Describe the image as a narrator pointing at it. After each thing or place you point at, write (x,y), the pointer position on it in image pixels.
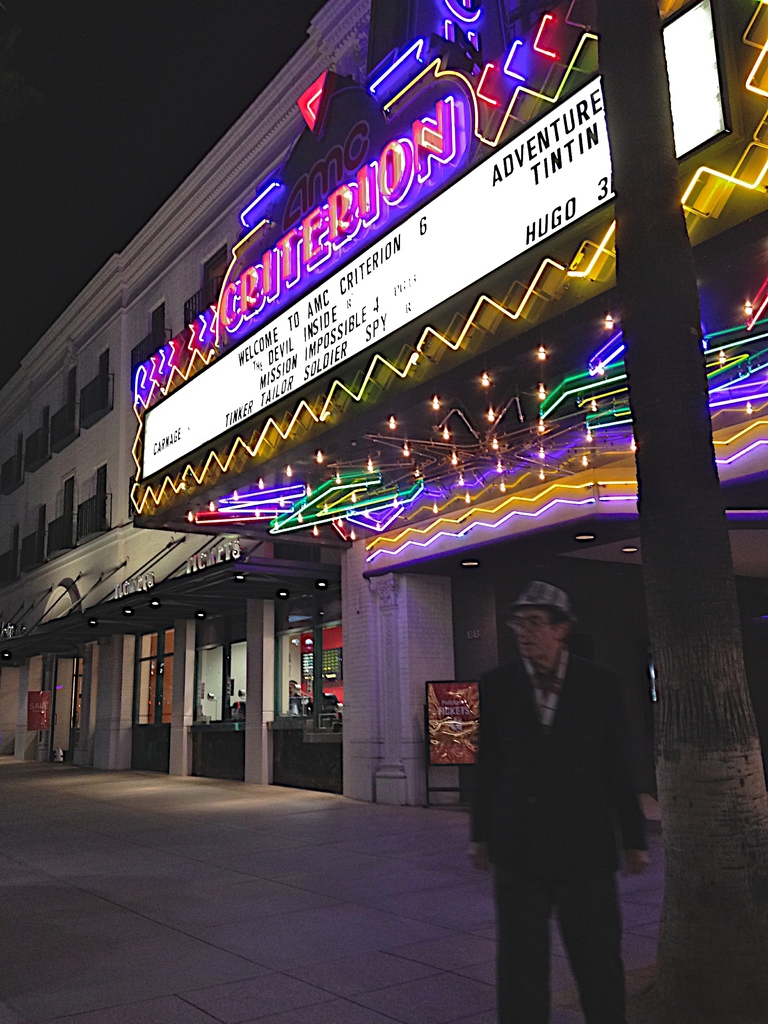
On the right side of the image (567,877) we can see a man (579,792) standing. There are buildings (29,485) and we can see a board (312,376) and there are lights (482,97). At the top (253,77) there is sky (161,110).
